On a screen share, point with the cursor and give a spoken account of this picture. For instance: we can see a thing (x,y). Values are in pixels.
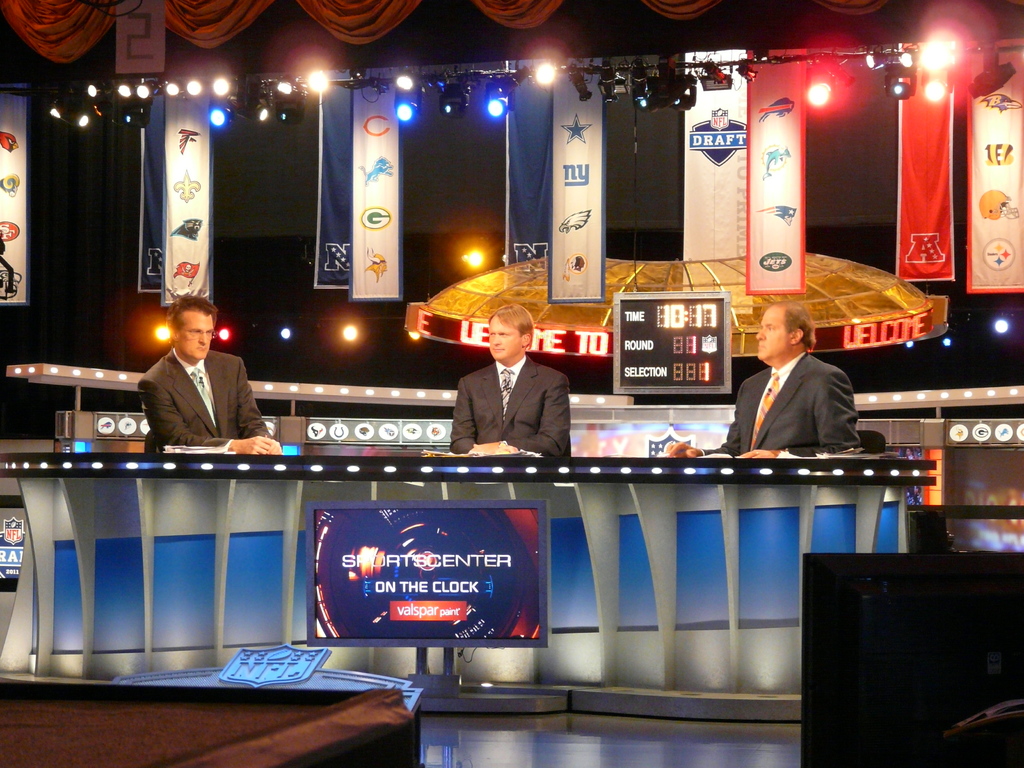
There are three persons (841,391) sitting on the chairs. Here we can see a screen (426,575) and this is a table (744,535). In the background (1018,287) we can see banners (801,194) and lights (578,78).
